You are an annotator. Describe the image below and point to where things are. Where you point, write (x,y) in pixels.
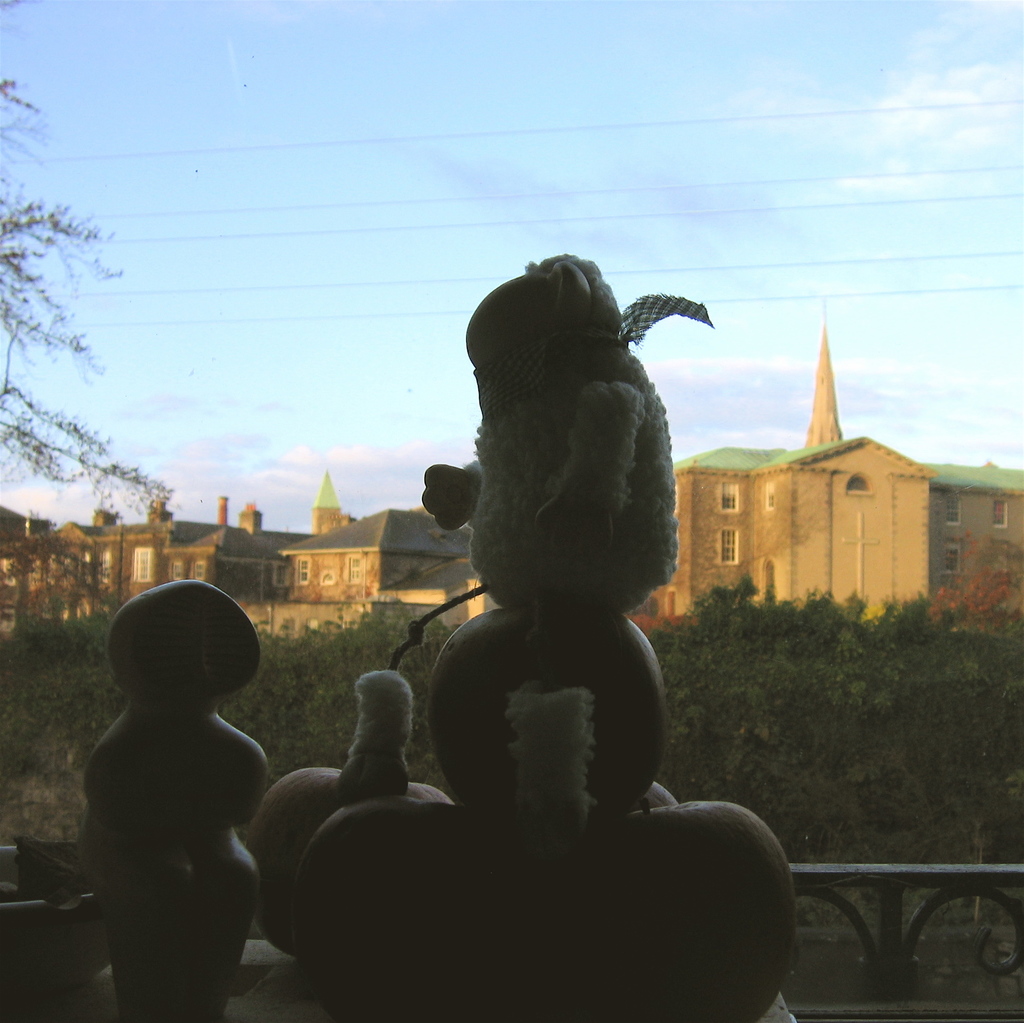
In this picture there are buildings (827,341) and trees (0,389). In the foreground (649,379) there are fruits (724,901) and there are objects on the table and there is a railing (801,883). At the top (457,114) there is sky (287,259) and there are clouds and there are wires (418,227).
